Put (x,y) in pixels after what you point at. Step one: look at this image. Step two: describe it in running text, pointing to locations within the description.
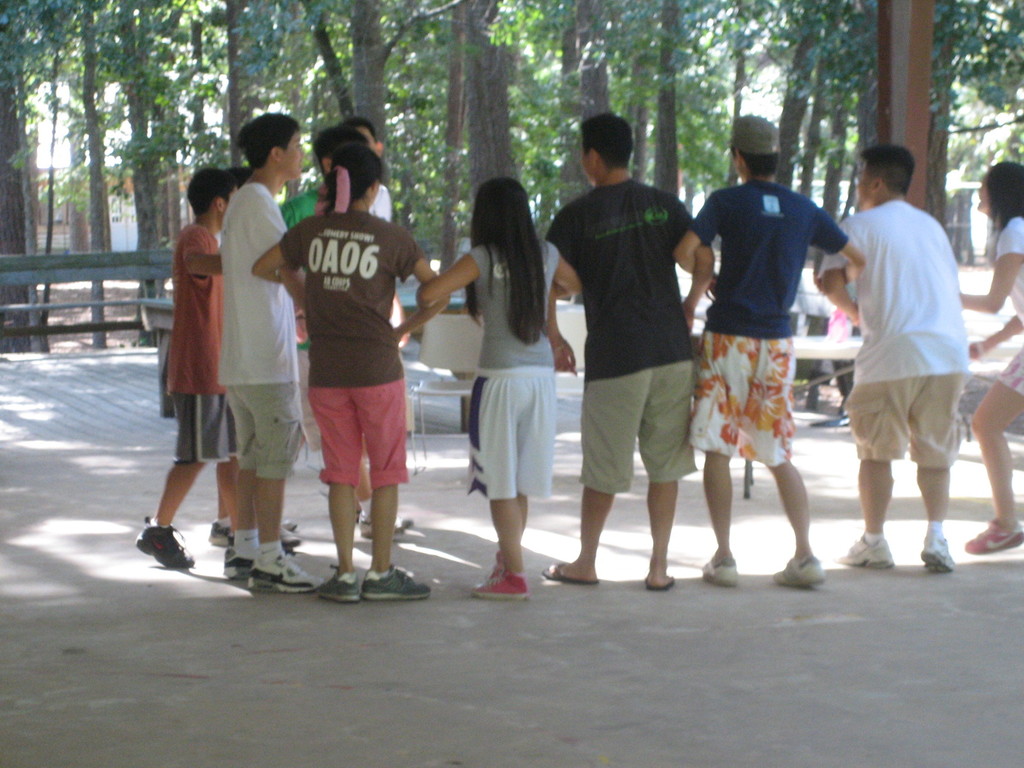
This image consists of many people (565,233) standing. At the bottom (559,700), there is a road (675,540). In the background (169,327), there are benches (578,325) and trees (388,60).
